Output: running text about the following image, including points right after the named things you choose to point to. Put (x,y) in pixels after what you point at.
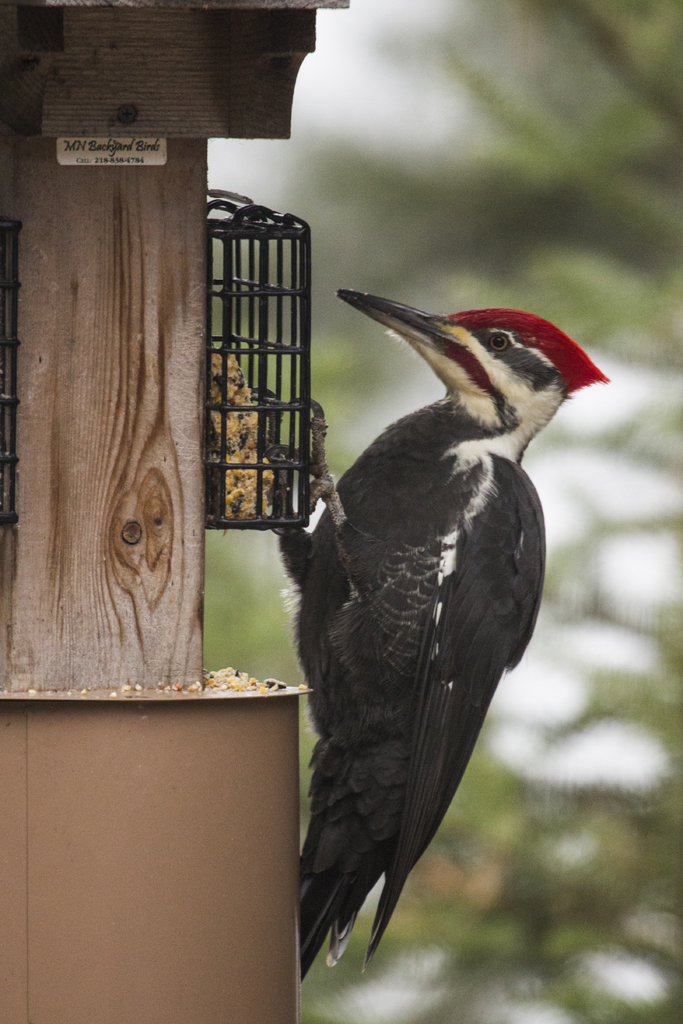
There is a woodpecker bird (386,600) on a stand (292,396). On the left side (146,399) there is a wooden pole (110,409) with something (83,143) written on that. Stand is attached to the pole (143,551). In the background (573,884) it is blurred.
